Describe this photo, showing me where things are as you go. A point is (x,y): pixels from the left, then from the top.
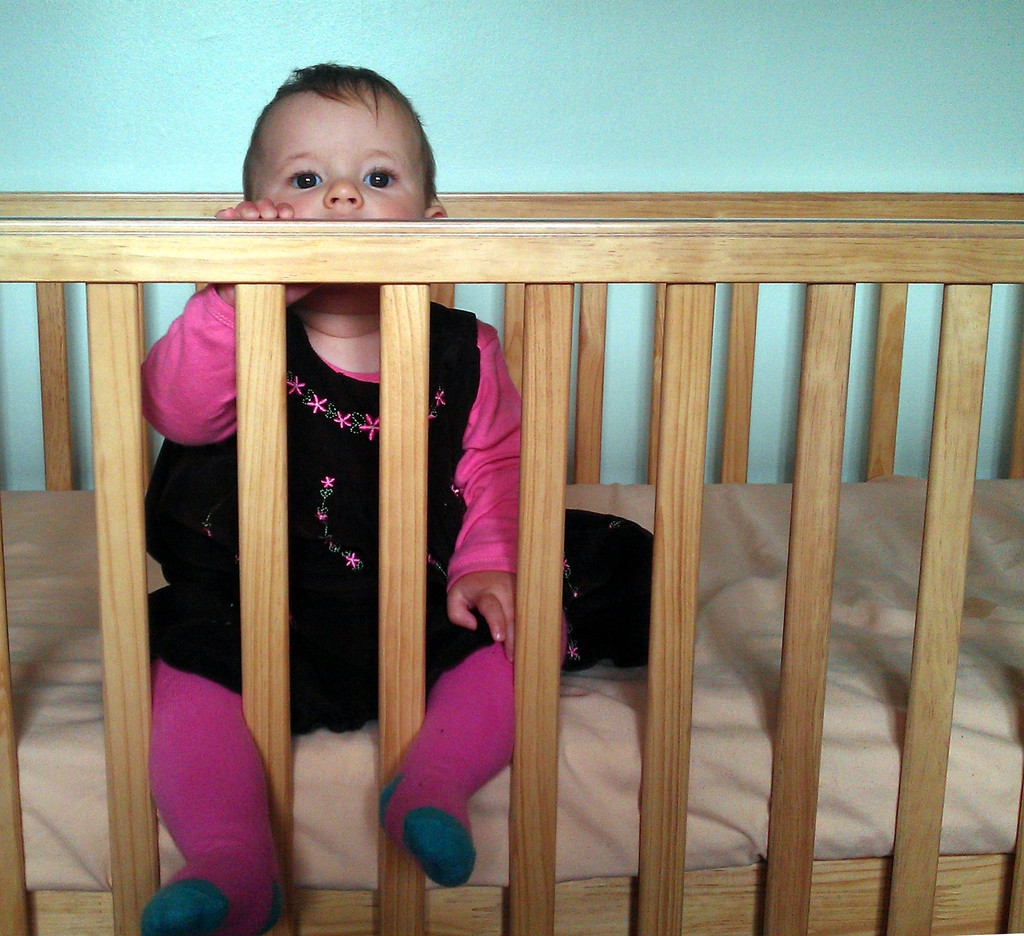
In the given pictures, there is a baby (341,352) sitting on his bed (395,715) keeping his legs (215,712) through the railing (528,611). Behind him there is a wall (384,65) in the background (493,54).
